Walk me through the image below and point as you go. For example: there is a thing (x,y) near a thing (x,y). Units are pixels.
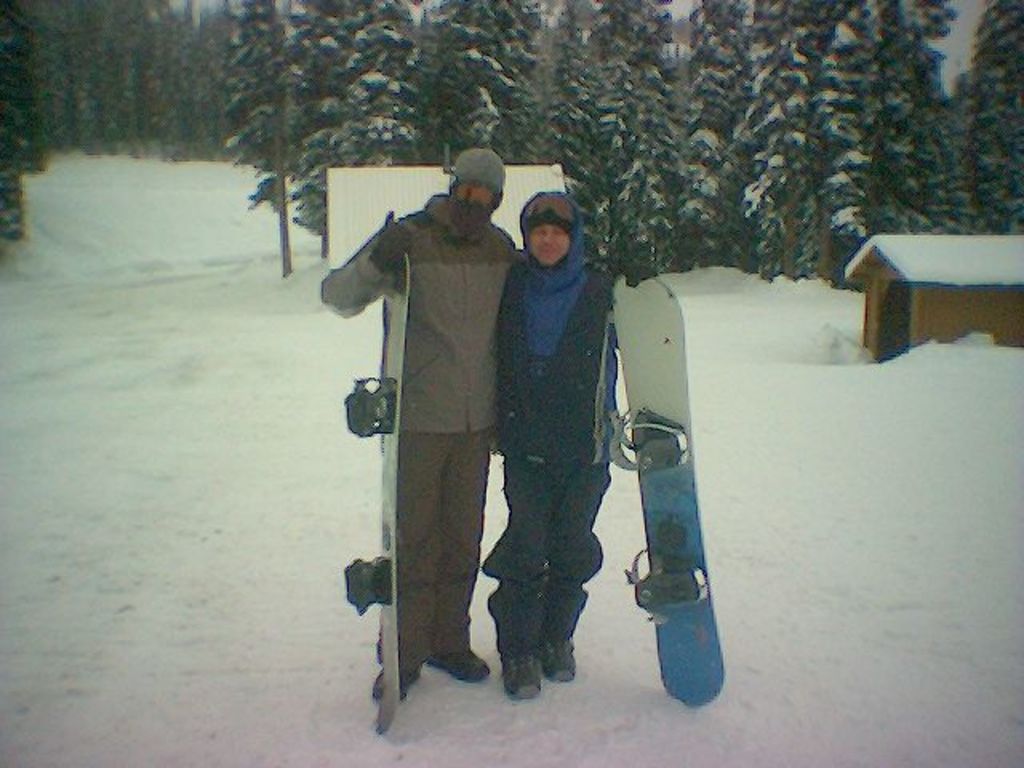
This picture is slightly blurred, where we can see these two persons (431,418) wearing sweaters (458,424) are holding snowboards (394,358) in their hand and standing on the ice (780,654). In the background (998,333), we can see houses (505,197), pole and trees (625,126) covered with ice (651,185).
